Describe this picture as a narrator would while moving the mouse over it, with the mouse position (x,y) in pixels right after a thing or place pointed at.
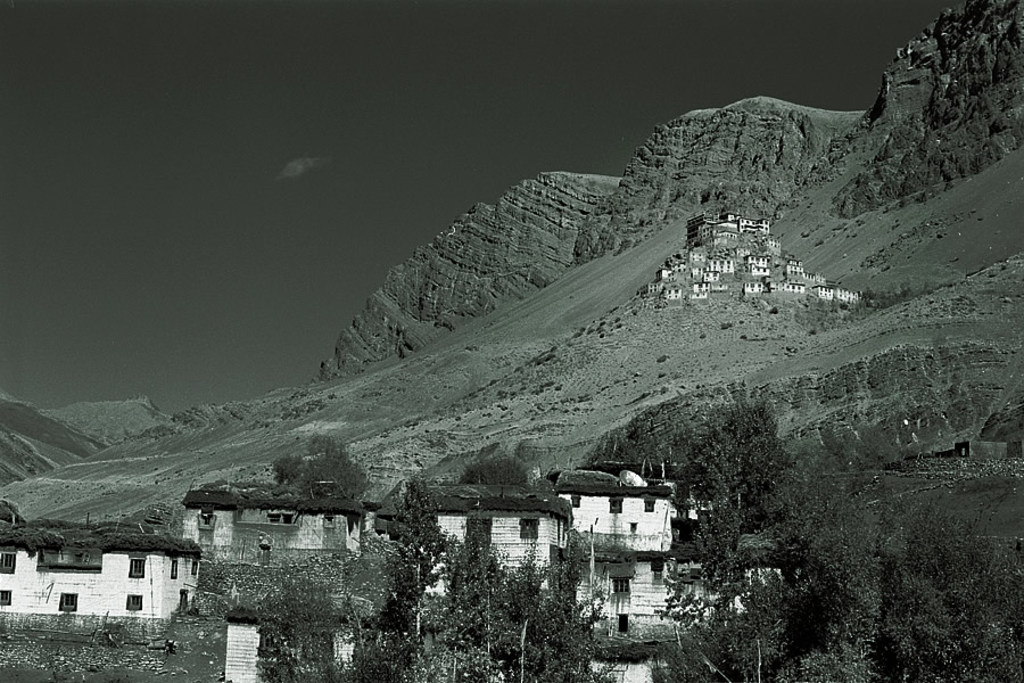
This is an edited image. In this picture, we see the trees (566,594), buildings (607,603) and poles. On the right side (809,253), we see the hills (790,233) and the buildings (755,257) in white color. There are hills (274,404) in the background (555,286). At the top (273,92), we see the sky (472,109).
